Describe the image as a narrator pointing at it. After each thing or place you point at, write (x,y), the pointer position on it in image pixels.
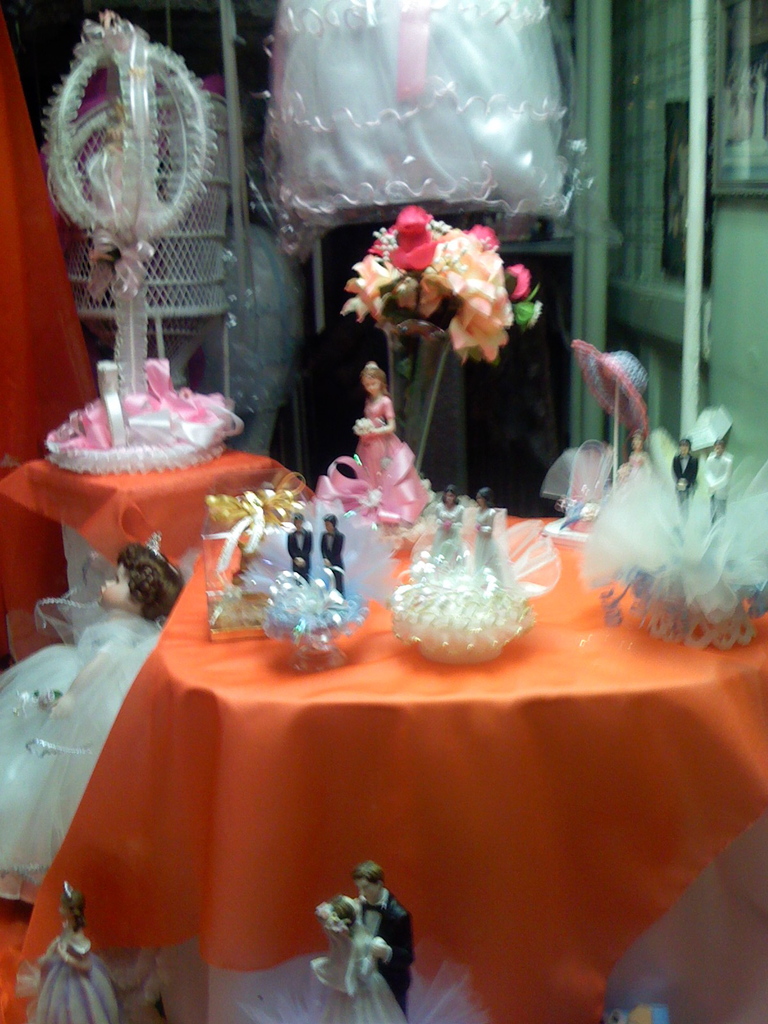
In this image I see number of dolls (715,458) which are colorful and I see few figurines (371,479) on this table (531,518).
